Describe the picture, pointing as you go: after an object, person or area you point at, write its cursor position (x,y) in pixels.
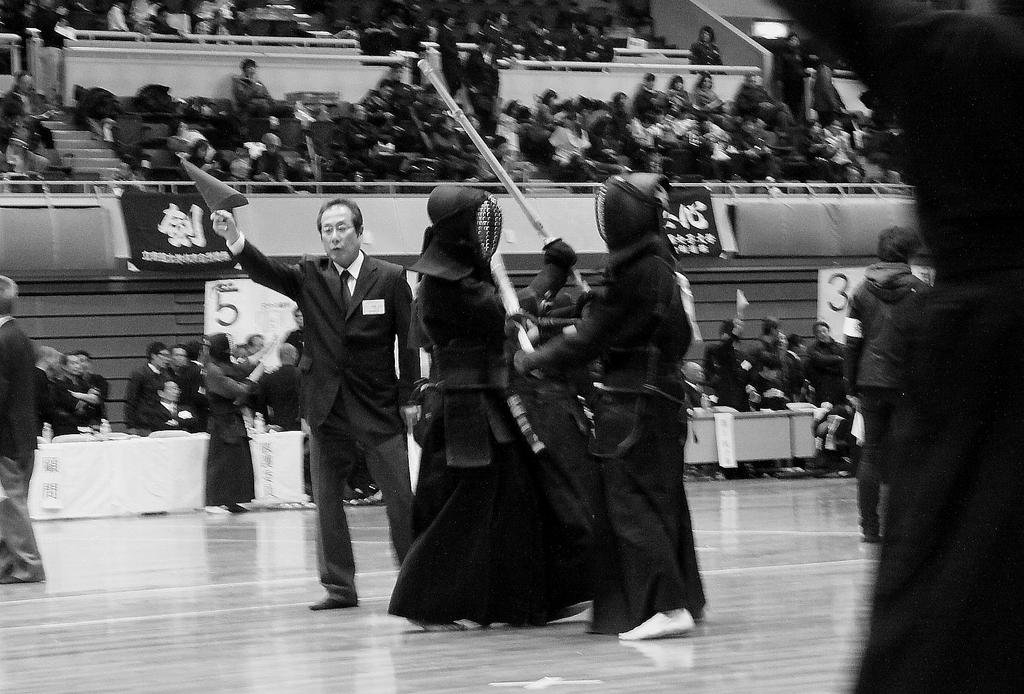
In this picture we can see a group of girls (472,380) wearing black color gown (558,485) fighting in the stadium ground (788,614). Beside we can see a man (350,369) wearing black color coat (350,388) standing. In the background (244,231) we can see a stadium (97,61) with many chairs (322,134) and a group of audience (399,128) sitting and enjoying the game.
